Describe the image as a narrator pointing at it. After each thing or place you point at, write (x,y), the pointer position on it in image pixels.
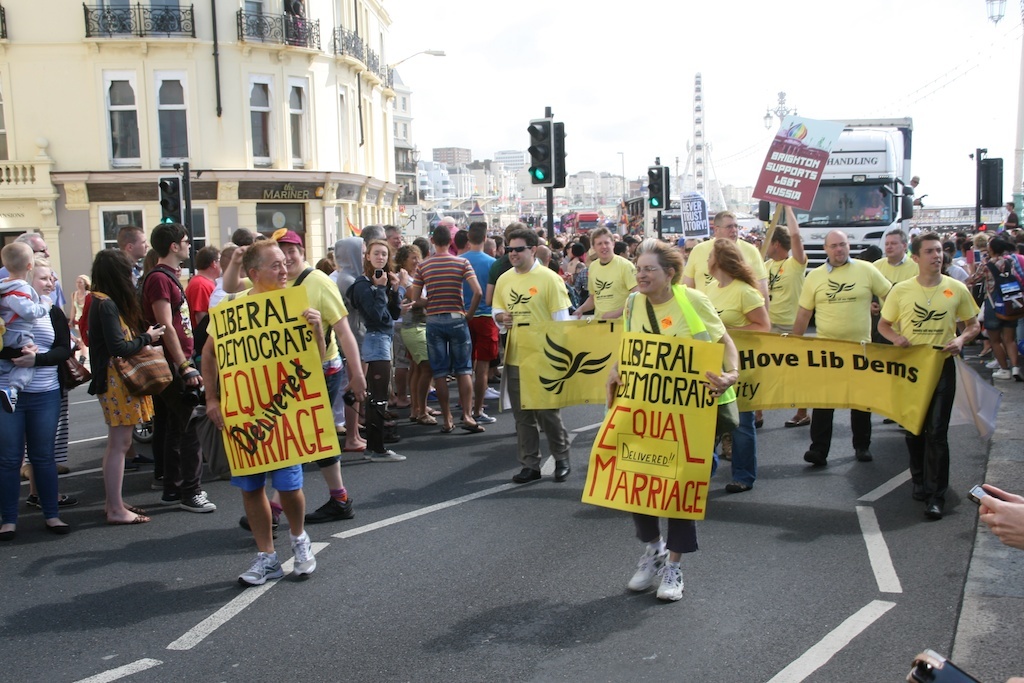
In this picture we can observe some people (672,306) walking on this road (595,430), holding yellow color poster (589,391) in their hands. There were men (505,276) and women (735,288) in this picture. There were traffic signals (552,182) to the poles (658,233). There is a white color vehicle (835,205) moving on the road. In the left side (227,214) there is a building (231,102). In the background (702,92) we can observe a tower (696,111) and a sky (615,64).
